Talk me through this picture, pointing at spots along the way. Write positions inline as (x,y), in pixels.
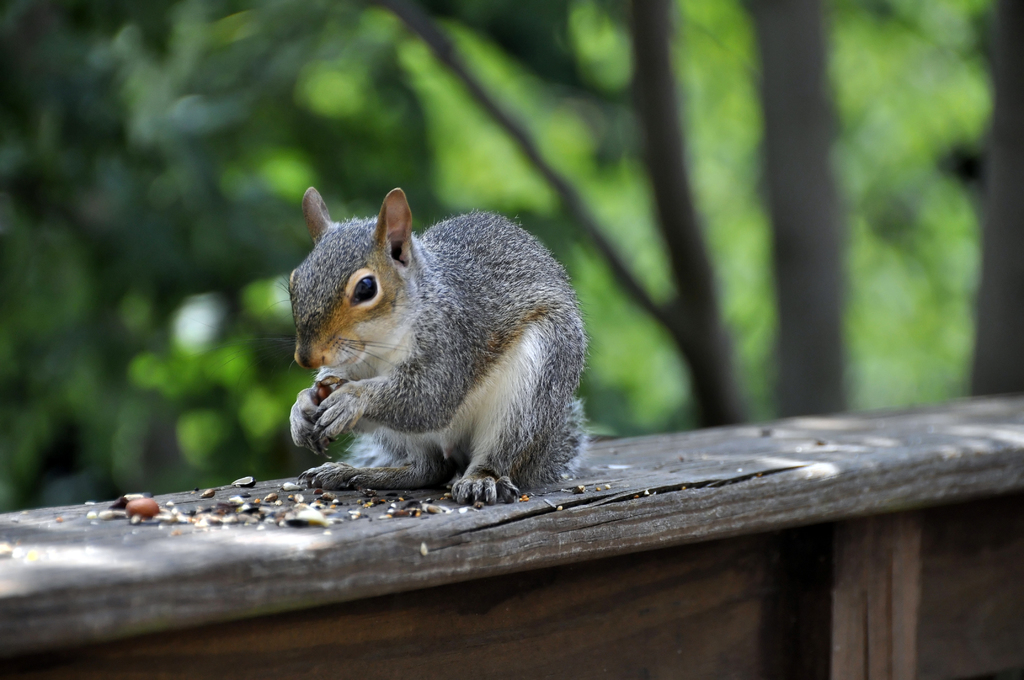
We can see squirrel (497,275) and food item (374,491) on the wooden surface (445,545). In the background (324,110) it is green color.
